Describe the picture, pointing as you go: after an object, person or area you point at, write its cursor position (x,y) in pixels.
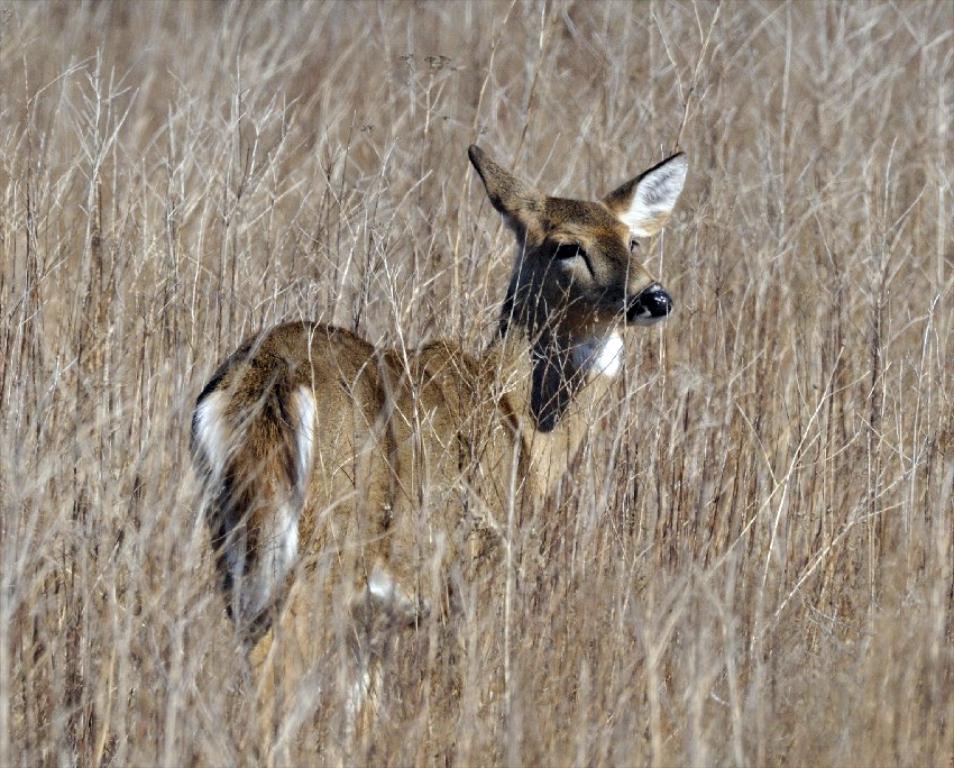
In this image we can see an animal (264,389) and grass (233,338).
